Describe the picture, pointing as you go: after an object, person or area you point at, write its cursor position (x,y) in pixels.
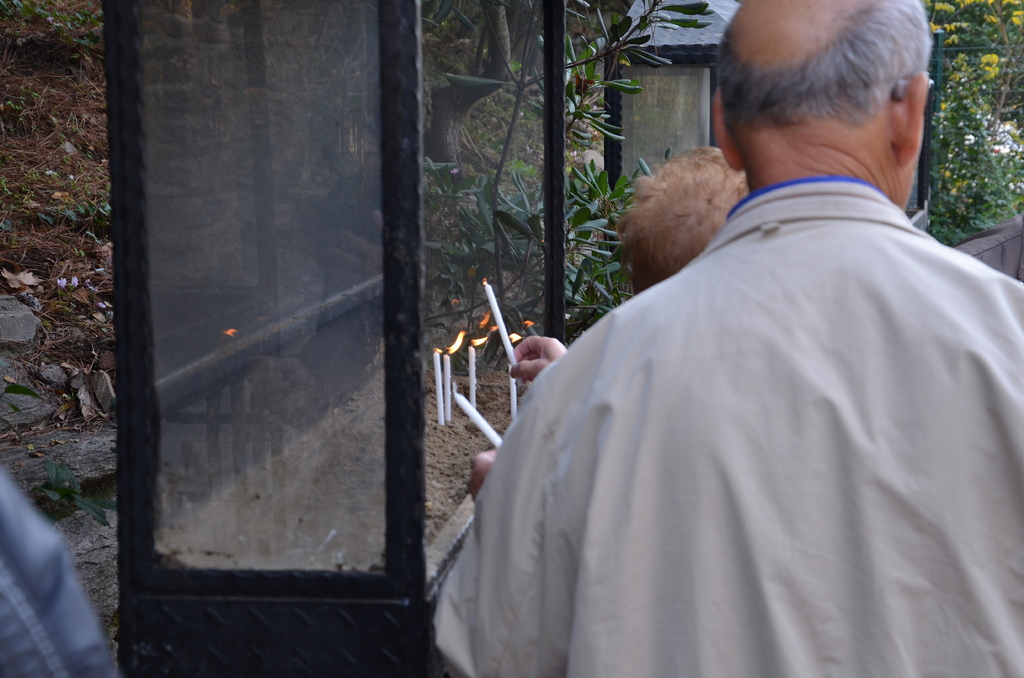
In this image, we can see some plants (567,188) and candles (474,421). There is a glass cabinet (173,357) on the left side of the image (144,464). There is a person (921,279) on the right side of the image (960,287) wearing clothes (937,394). There is a person head (715,221) in the middle of the image (673,242). There is an object (641,76) at the top of the image (720,15).
